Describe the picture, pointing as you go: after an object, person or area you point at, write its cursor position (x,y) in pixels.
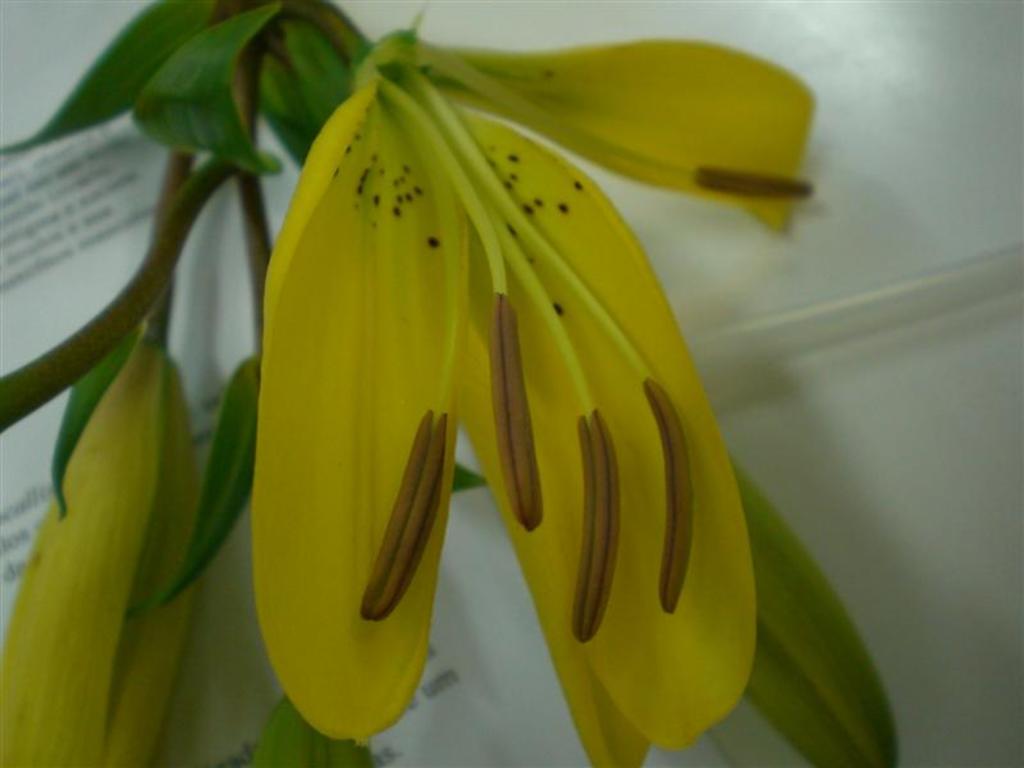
In the center of the image (479,383), we can see flowers (373,293) and leaves (197,96) and there is a paper (509,660) are placed on the table (824,386).
